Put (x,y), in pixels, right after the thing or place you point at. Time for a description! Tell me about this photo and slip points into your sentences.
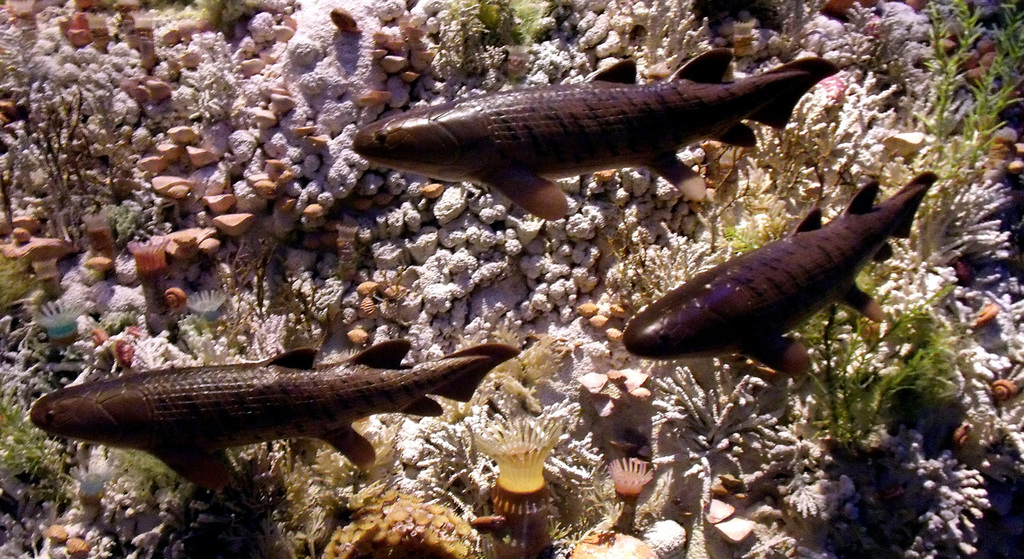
In this image, we can see some fishes (99,406) in the water (338,229) and there are some stones (897,152).
